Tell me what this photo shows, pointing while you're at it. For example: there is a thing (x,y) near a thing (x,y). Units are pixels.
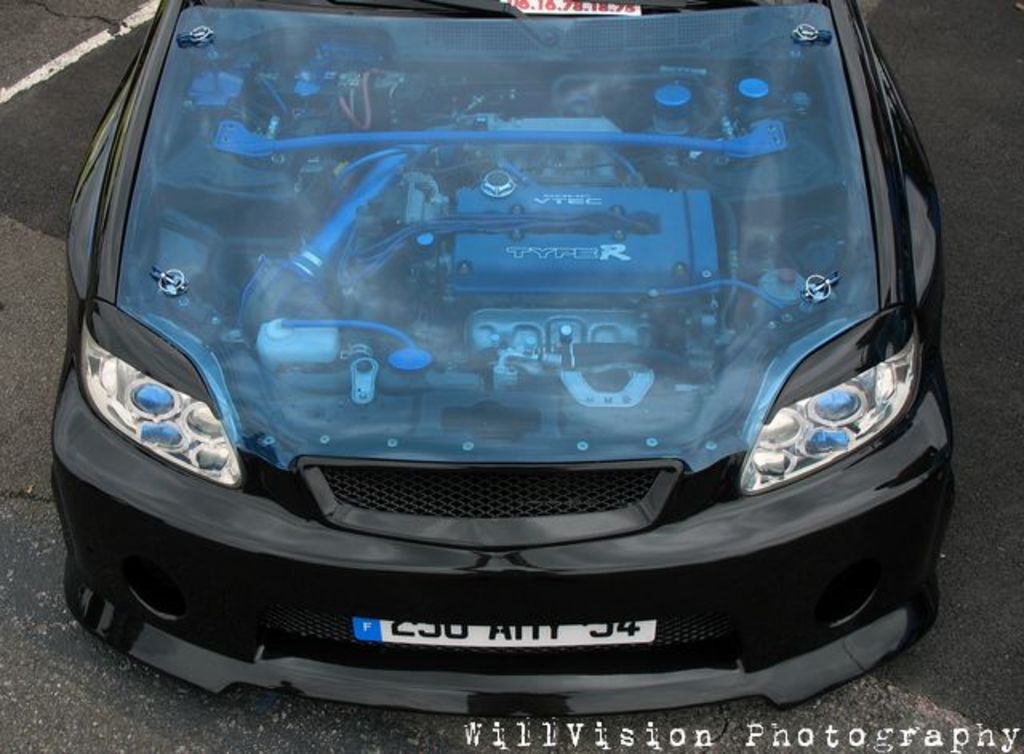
In this picture there is a black car (290,295). Here we can see engine (570,325). On the bottom right corner (818,742) there is a watermark (571,732). On the right (997,483) there is a road (951,693).
